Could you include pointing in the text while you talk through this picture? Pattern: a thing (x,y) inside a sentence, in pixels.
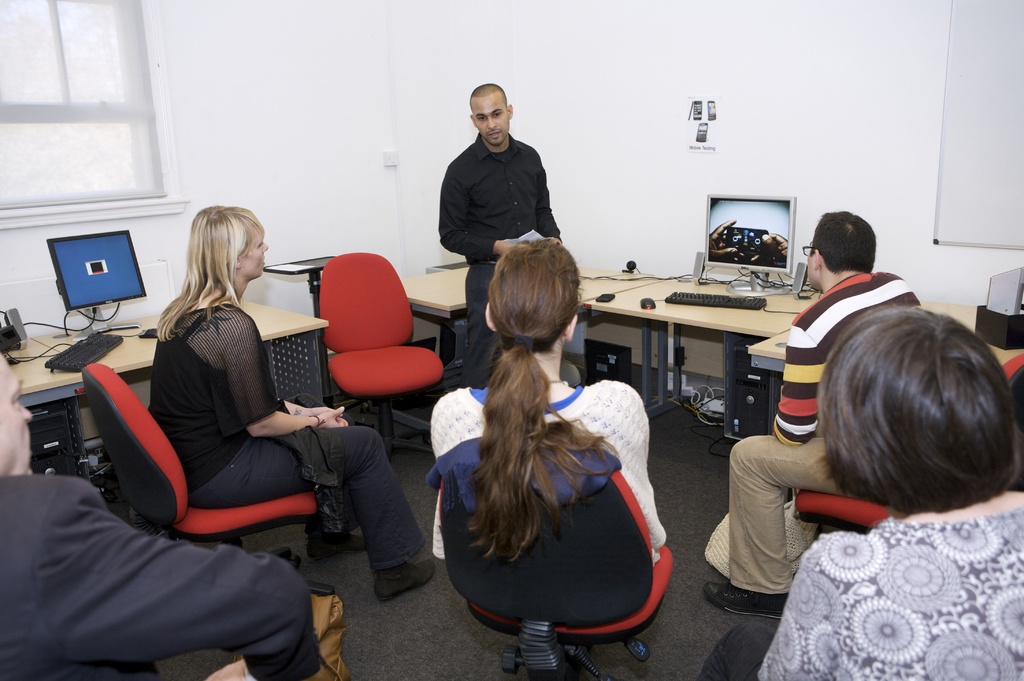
In the bottom of the image (316,592), few peoples (65,543) are sat on the red chair (503,668). And the middle, a man (524,213) is standing near the tables (608,284). Few items (714,295) are placed on it. And background (711,108), we can see a white wall (487,79), sticker (704,123). On the right side (979,156), there is a whiteboard (979,173). On left side (74,158), we can see window (92,169).
